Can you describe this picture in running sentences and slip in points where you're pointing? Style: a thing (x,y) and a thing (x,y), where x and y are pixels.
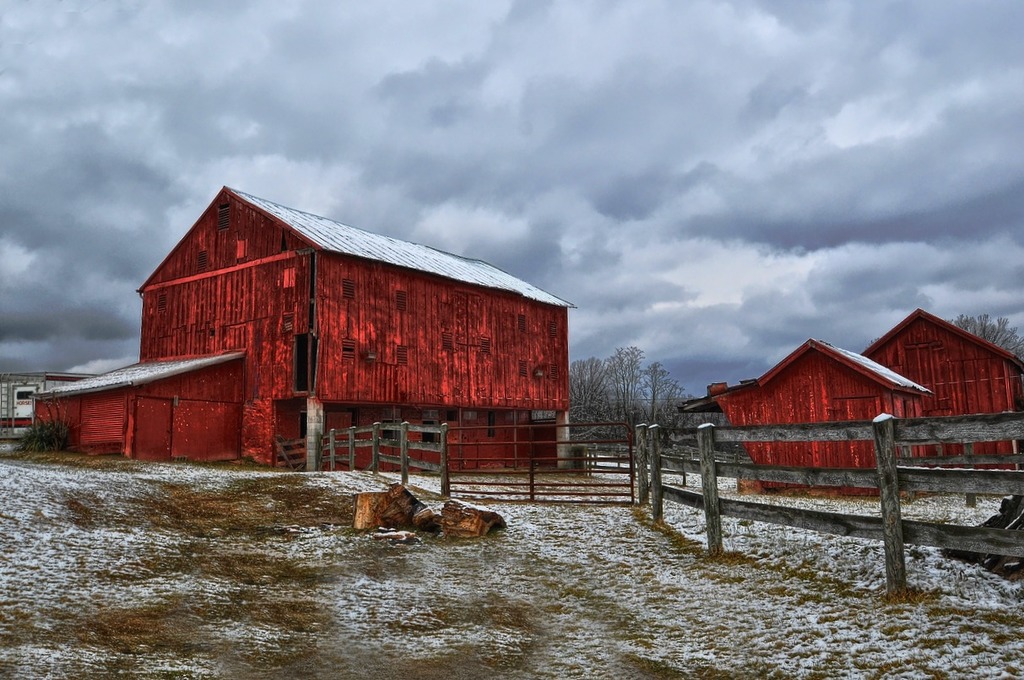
In the center of the picture (384,324) there are houses (208,390) and trees (666,378). In the foreground (403,507) there are wooden logs (477,511), railing (974,533), sand (283,577) and snow (856,636). Sky (918,184) is cloudy.
